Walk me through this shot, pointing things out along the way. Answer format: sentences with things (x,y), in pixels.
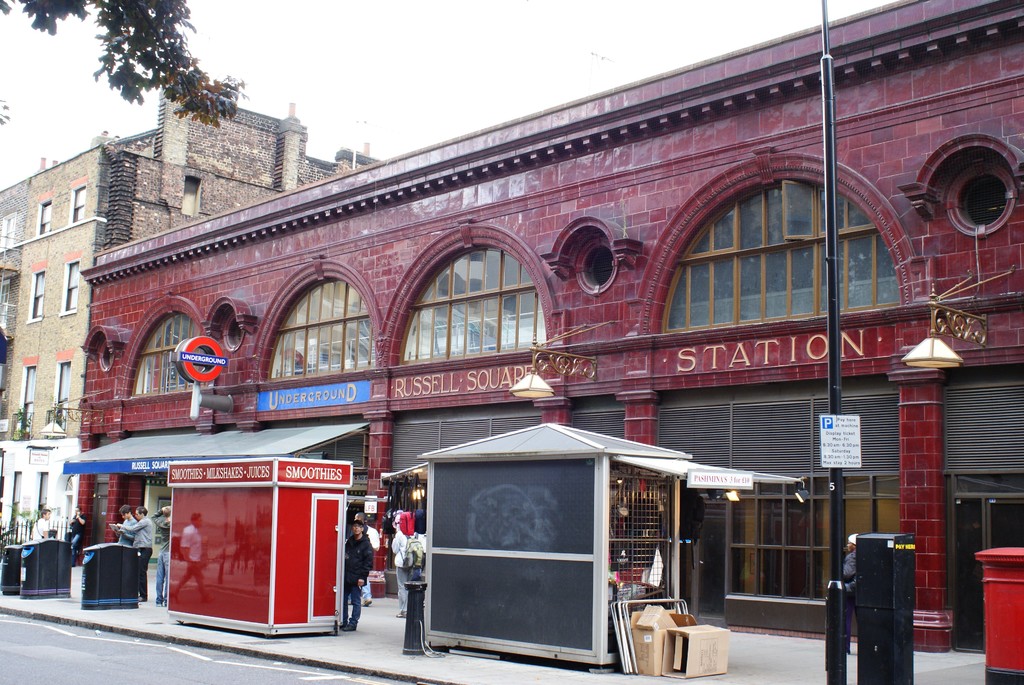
In this image in front (127,670) there is a road (219,657). At the center of the image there are stalls (342,551), trash cans (109,573), lamp post (833,564) on the pavement (432,657) and we can see few people (851,559) on the pavement (730,655). On the backside of the image (395,324) there are buildings (319,255). In the background (448,47) there is sky (390,35).
